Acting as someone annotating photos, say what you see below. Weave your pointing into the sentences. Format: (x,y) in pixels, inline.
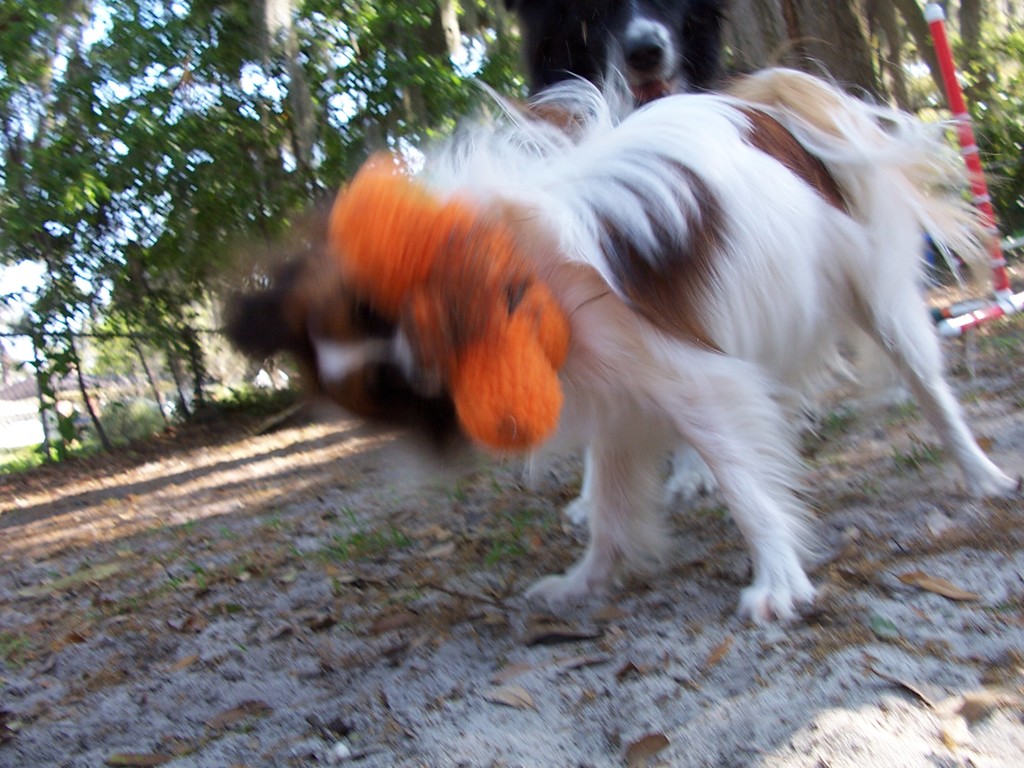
In this picture I can see a dog (413,381) on the ground (436,471), behind there are some trees (234,159) and grilles gate (109,392).
